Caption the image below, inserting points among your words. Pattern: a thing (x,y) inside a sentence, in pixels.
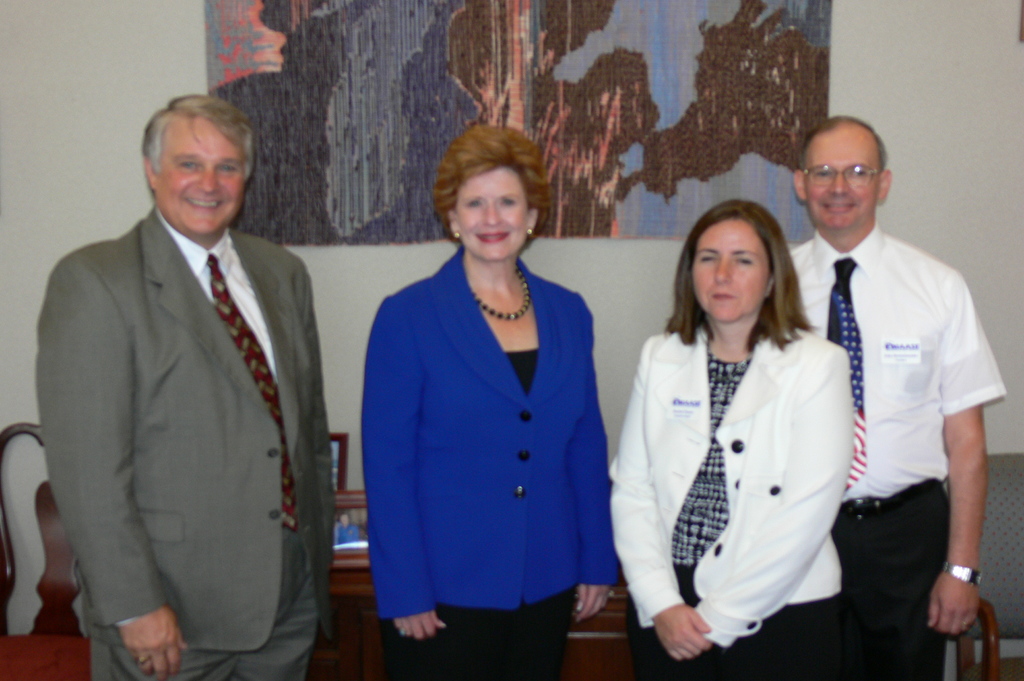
4 people (456,465) are standing. 2 people (174,303) at the left (145,320) are wearing suit (500,508). 2 people (644,458) at the right (770,389) are wearing white dress (778,505). Behind them there is a table (333,593) and chair (61,593).
